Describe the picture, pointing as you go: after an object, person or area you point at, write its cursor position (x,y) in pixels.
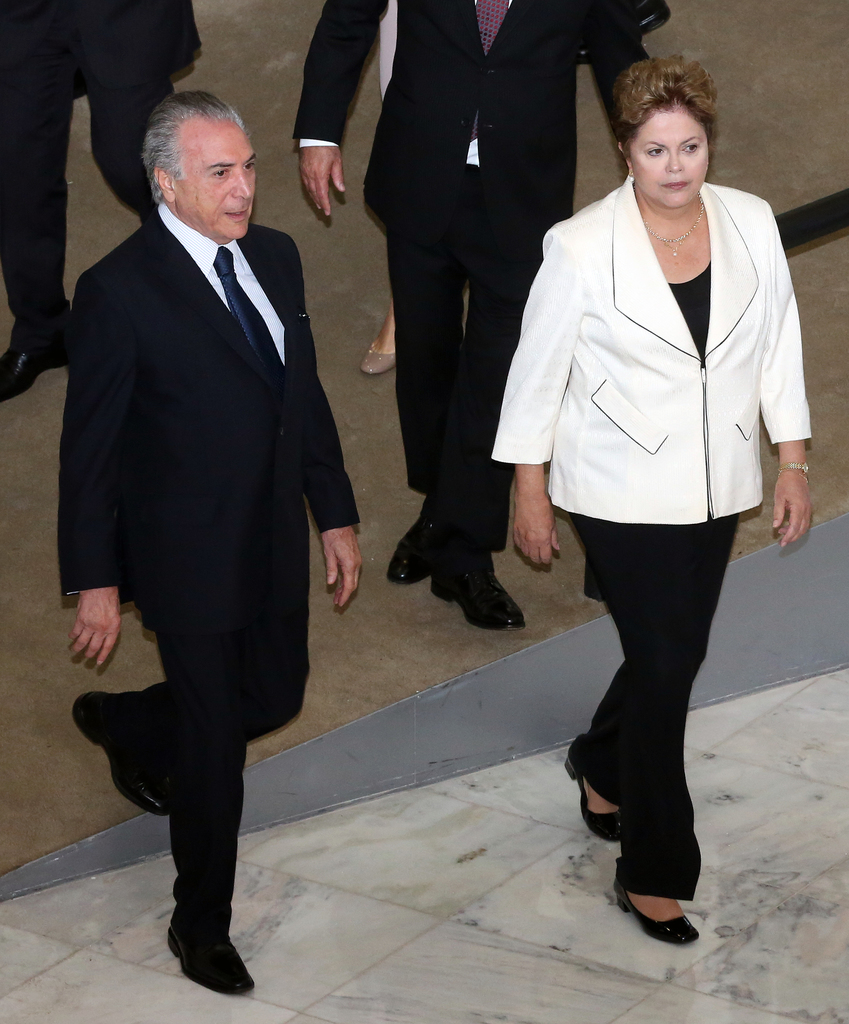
This image consists of some persons (436,444). In the front (180,565) there are two persons (337,496). One is man (337,496), another one is a woman (524,503). One is wearing a black dress (184,541), another one is wearing a white coat (582,444).
